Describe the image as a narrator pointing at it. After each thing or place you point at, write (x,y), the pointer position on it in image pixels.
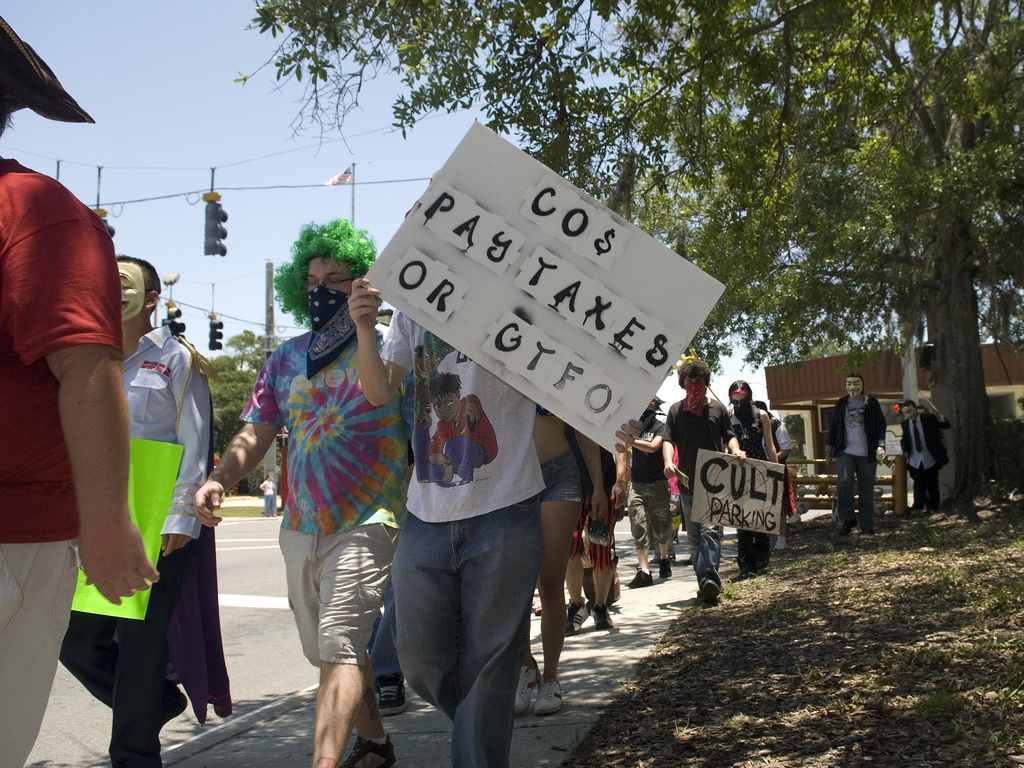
In this image we can see many people (586,452) walking. Some are wearing mask (332,314). Some are holding placards (769,465). Also there are trees (965,347). In the back (879,385) there is a building (807,383). Also there are trees (950,349). And there are traffic signals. And there is sky (157,137).
